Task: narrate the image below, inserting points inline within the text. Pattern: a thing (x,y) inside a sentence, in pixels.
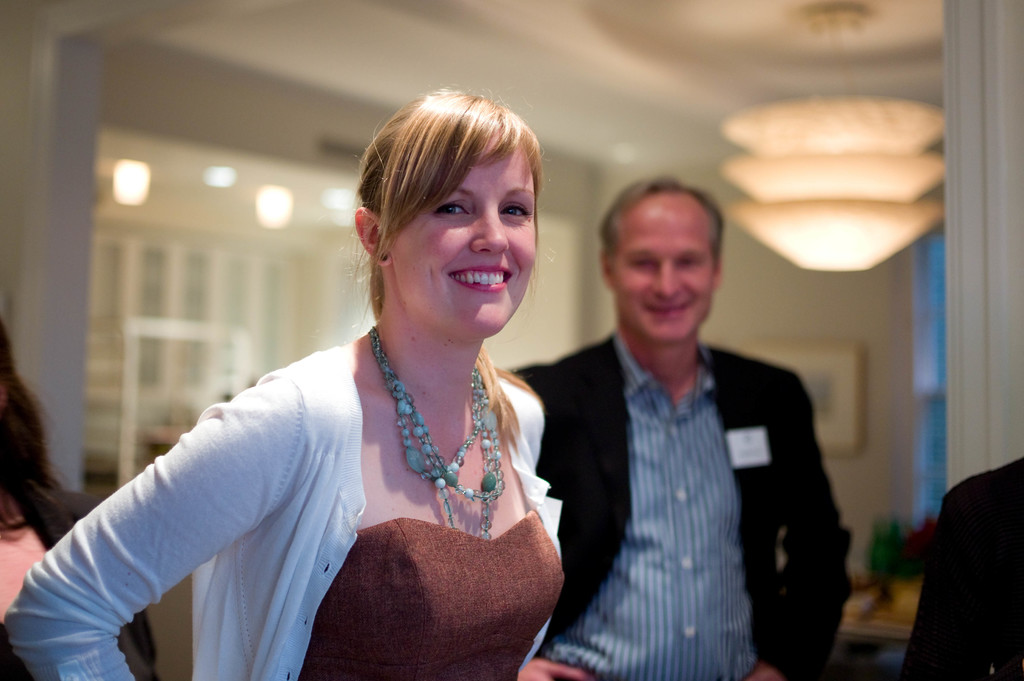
In this image, I can see the woman (561,560) and the man (687,529) standing and smiling. This is a kind of a chandelier (887,178), which is hanging to the ceiling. I can see a photo frame (844,372), which is attached to a wall (856,292). The background (875,294) looks cream. On the left (32,459) and right corners of the image, I can see two people (41,489).
